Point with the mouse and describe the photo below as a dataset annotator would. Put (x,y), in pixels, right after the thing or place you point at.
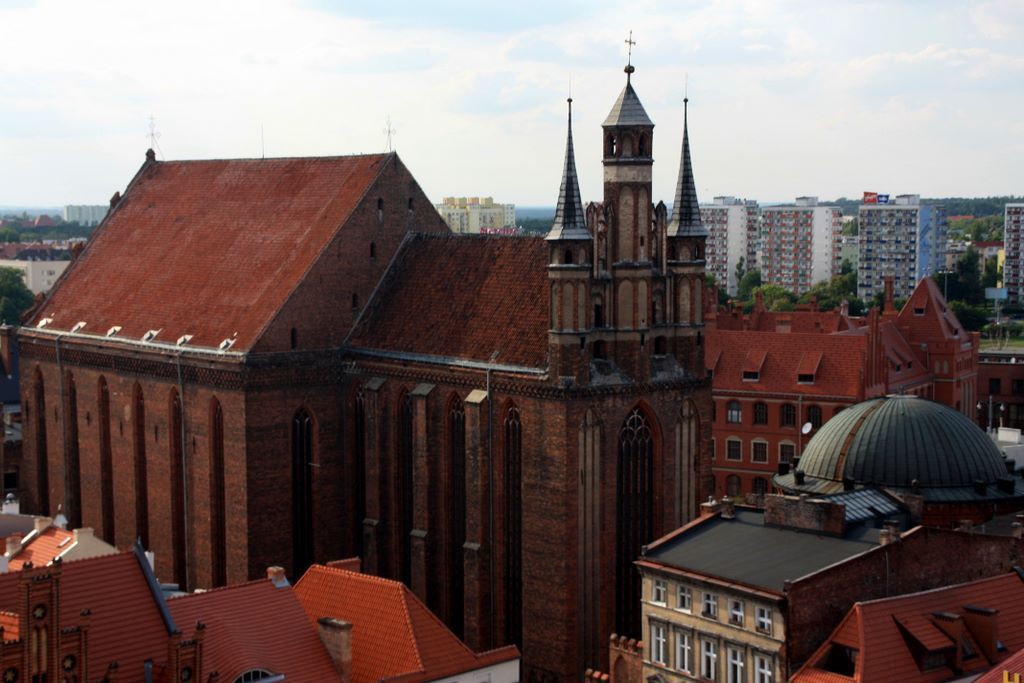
These are the buildings (477,420) in red, on the right side (740,256) there are big buildings (841,241). At the top (500,43) it's a sky (545,73).
